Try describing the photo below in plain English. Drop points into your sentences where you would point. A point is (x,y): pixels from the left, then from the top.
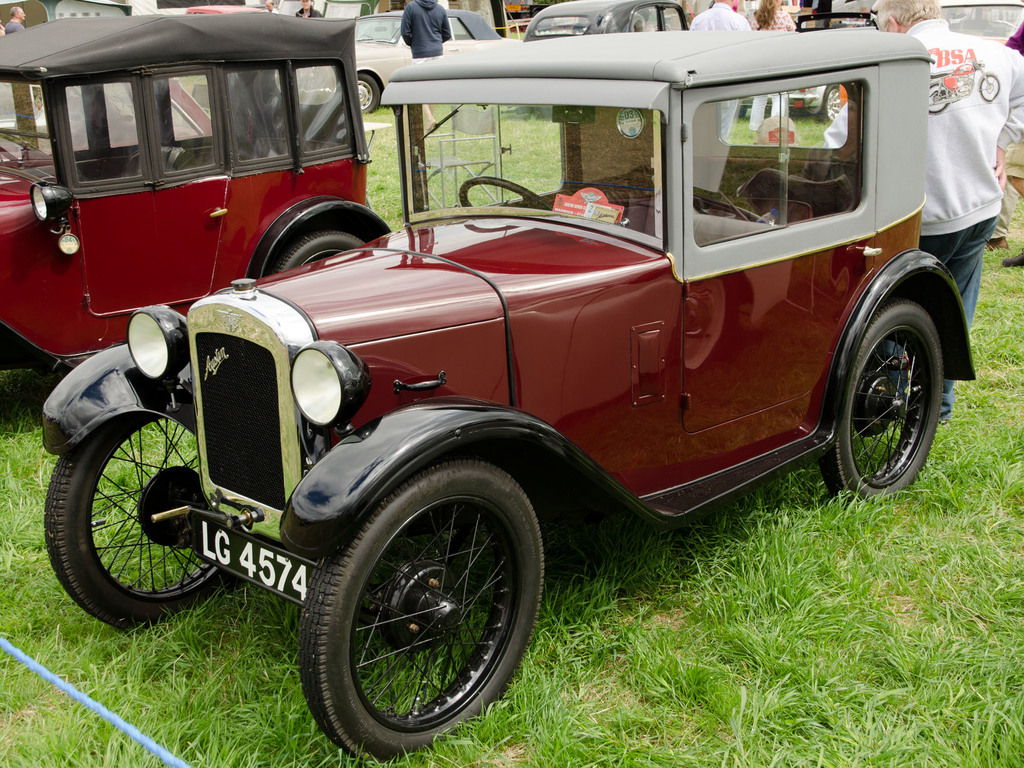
In the image there are different vehicles (319,146) on the grass surface (231,731) and in between the vehicles (762,53) there are few people (724,4).
